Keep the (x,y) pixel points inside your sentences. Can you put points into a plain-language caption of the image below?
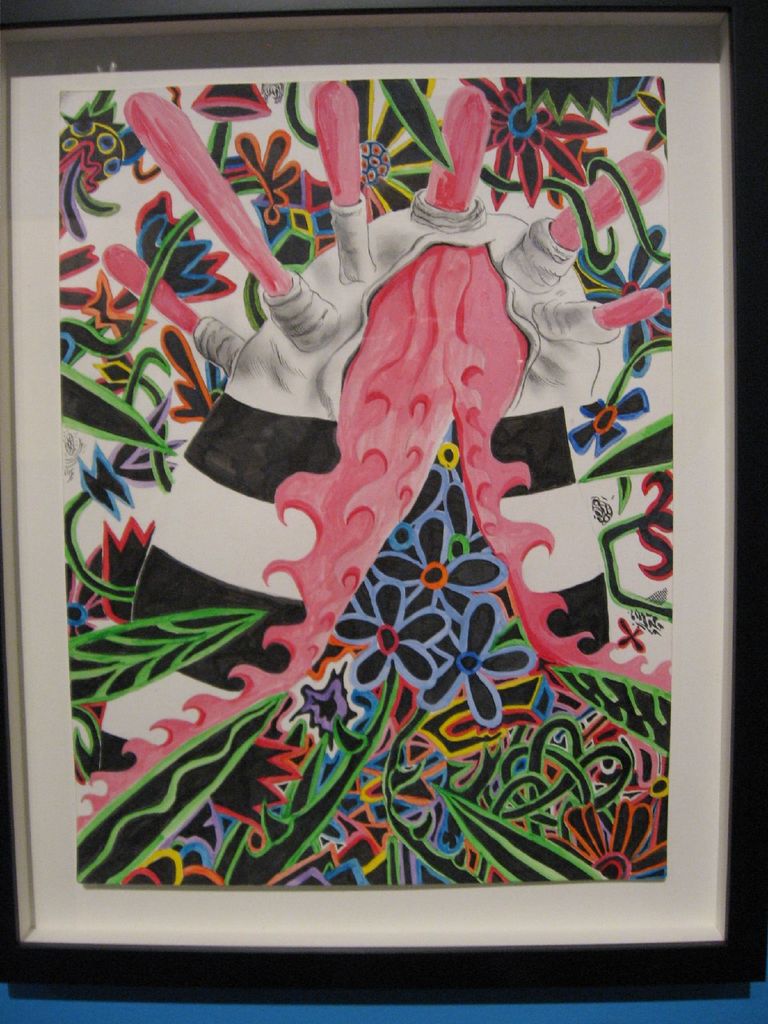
In this image I can see a frame (312,970) attached to the blue colored surface (22,1004). I can see a colorful painting (375,518) in the frame (341,930).
